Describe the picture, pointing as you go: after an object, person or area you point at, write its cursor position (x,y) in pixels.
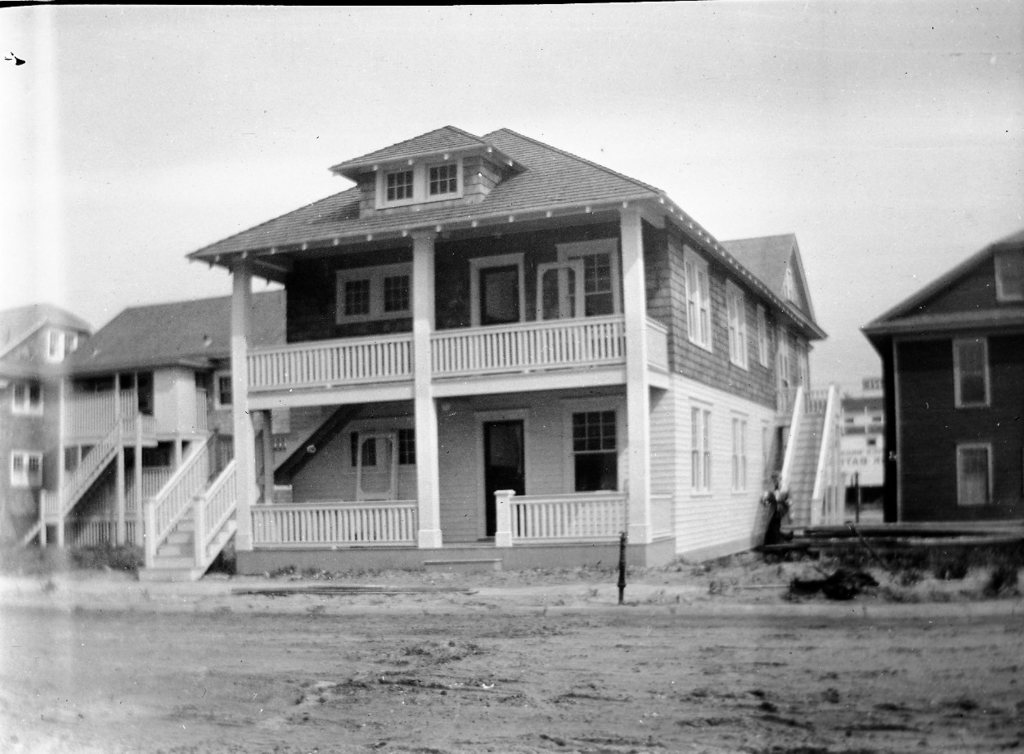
As we can see in the image there are buildings (861,436), stairs (824,416), fence (533,360), doors (488,427) and windows (603,244). At the top (648,100) there is a sky (553,38).
